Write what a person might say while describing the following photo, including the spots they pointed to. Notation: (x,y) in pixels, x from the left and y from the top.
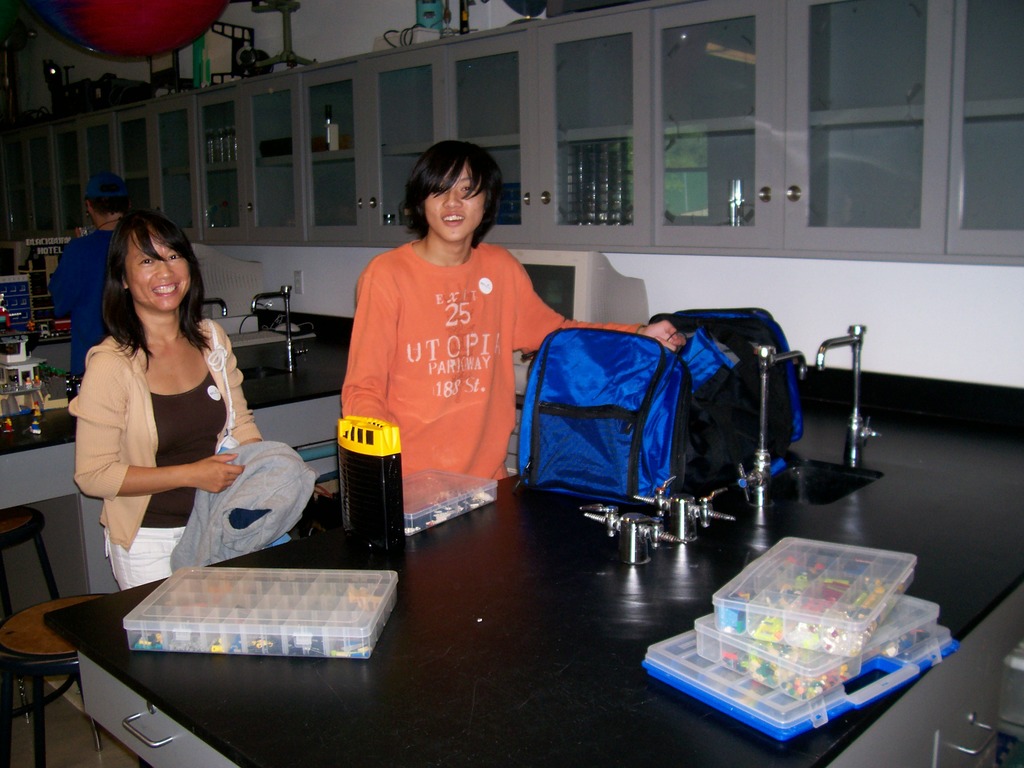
The picture is taken inside a room (546,151). There are tables (463,590) and chairs (29,629). In the back (803,153) we can see cupboard (354,124). On the table (779,485) there are few boxes (719,654), bag (602,465), tap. Behind the table (302,560) there are two persons (230,350). They are standing. They are smiling. In the background (238,348) there are other table (259,356) and a person (91,204) is standing.
